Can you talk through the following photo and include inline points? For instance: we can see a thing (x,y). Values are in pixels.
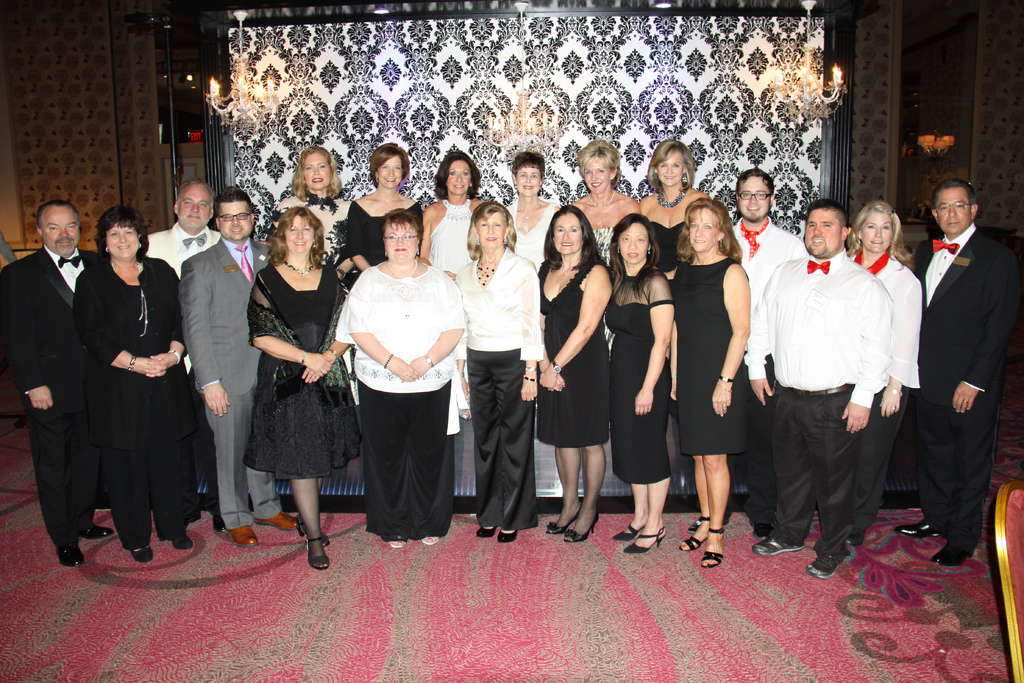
In the picture we can see group of persons (322,396) standing in a row and posing for a photograph and in the background of the picture (368,115) there is screen (437,110), there are chandeliers (246,69) and top of the picture (184,55) there is roof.
